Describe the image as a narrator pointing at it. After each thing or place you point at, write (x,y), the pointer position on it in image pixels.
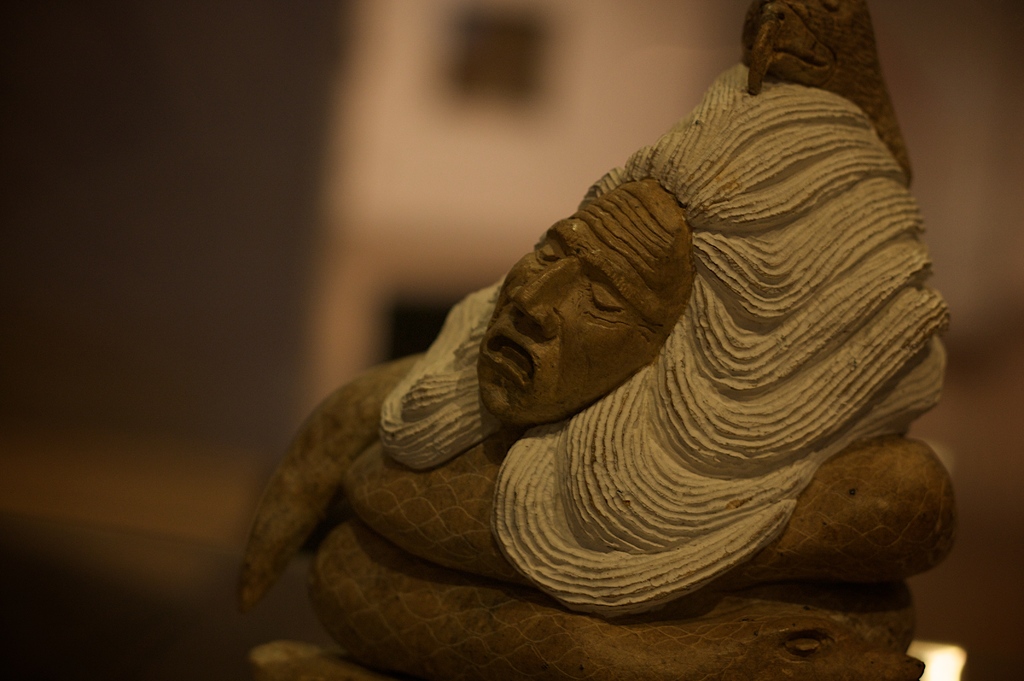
In the image there is a statue (699,373) and the background of the statue (818,76) is blur.
